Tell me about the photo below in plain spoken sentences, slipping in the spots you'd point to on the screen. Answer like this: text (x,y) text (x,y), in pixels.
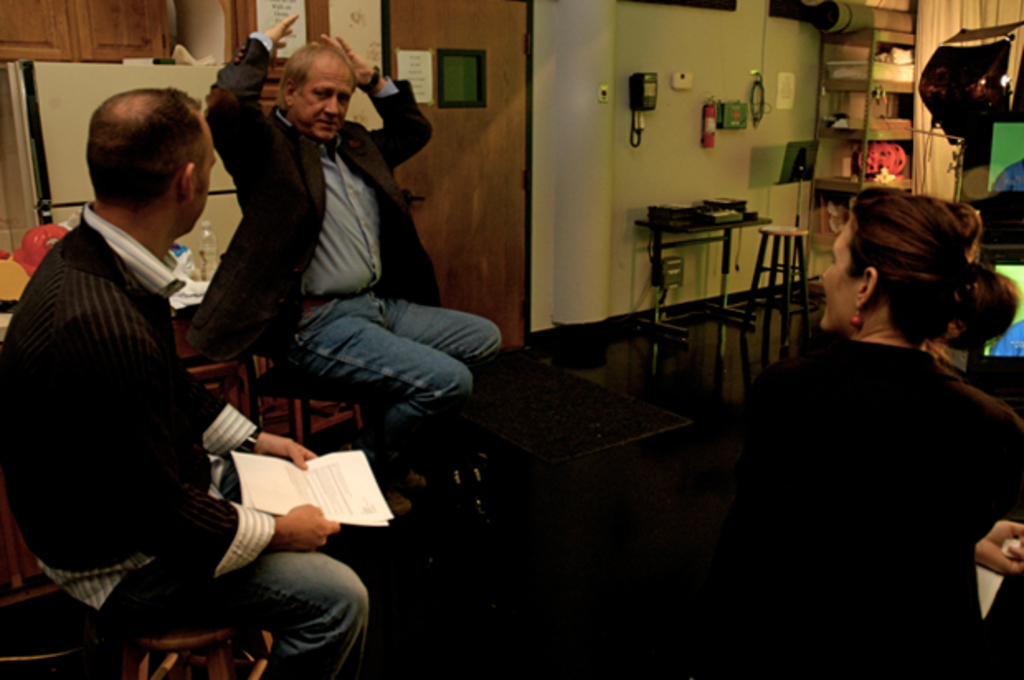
In this image we can see few people (391,336) sitting on the chairs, beside we can see the table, on the right (941,89) we can see some objects (998,222), after that we can see curtain (951,12), near that we can see shelf unit (907,127), we can see some objects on it, after that we can see a table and a few objects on it, on the right (986,81) we can see few objects (1008,143).
